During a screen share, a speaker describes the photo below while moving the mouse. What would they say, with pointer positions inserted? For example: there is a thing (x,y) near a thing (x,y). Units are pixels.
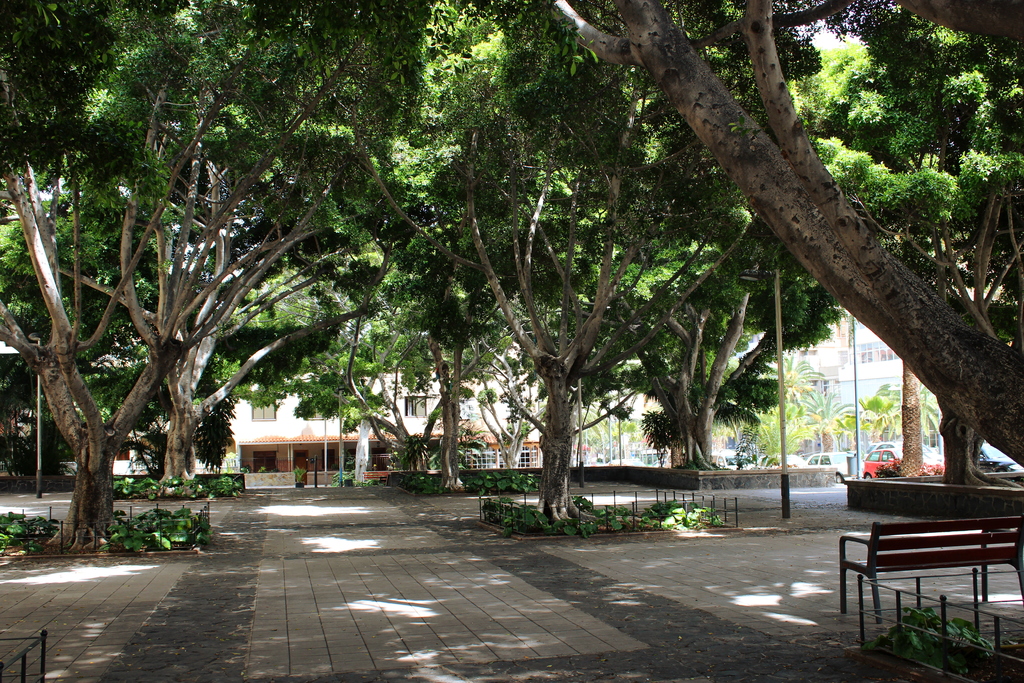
In the given image i can see a buildings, vehicles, trees (58,137), fence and plants (117,483).
